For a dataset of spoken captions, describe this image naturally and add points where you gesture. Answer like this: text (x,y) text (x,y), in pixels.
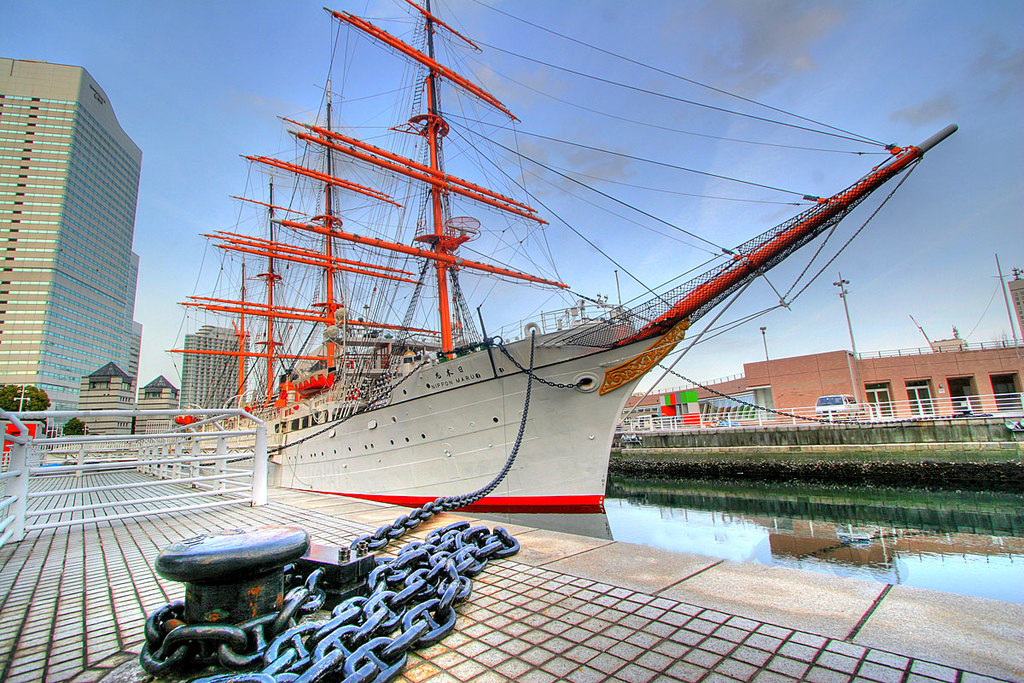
In this image I can see the water (777,529). On the left side (293,642) I can see the chain (372,618) and the rail (144,484). I can also see the ship (386,383). In the background (14,346), I can see the buildings (743,397) and clouds (751,48) in the sky (668,77).
